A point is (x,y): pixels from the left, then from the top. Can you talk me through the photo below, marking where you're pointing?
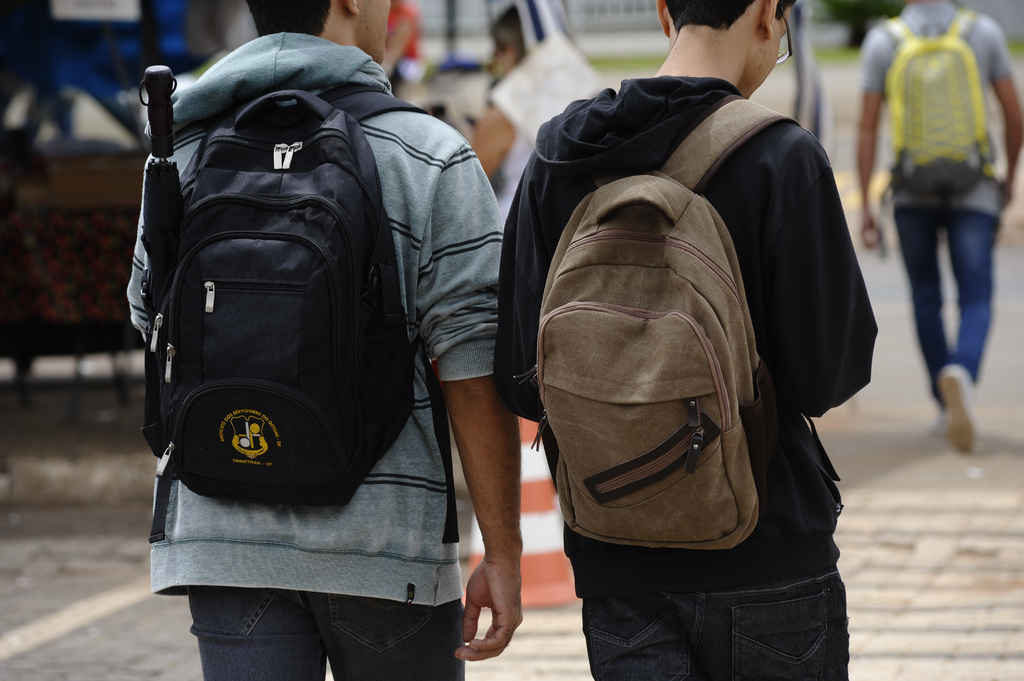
This picture shows two man (842,675) wearing two backpacks (728,117) on their back (786,124) and a person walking on the side walk (1014,481).
